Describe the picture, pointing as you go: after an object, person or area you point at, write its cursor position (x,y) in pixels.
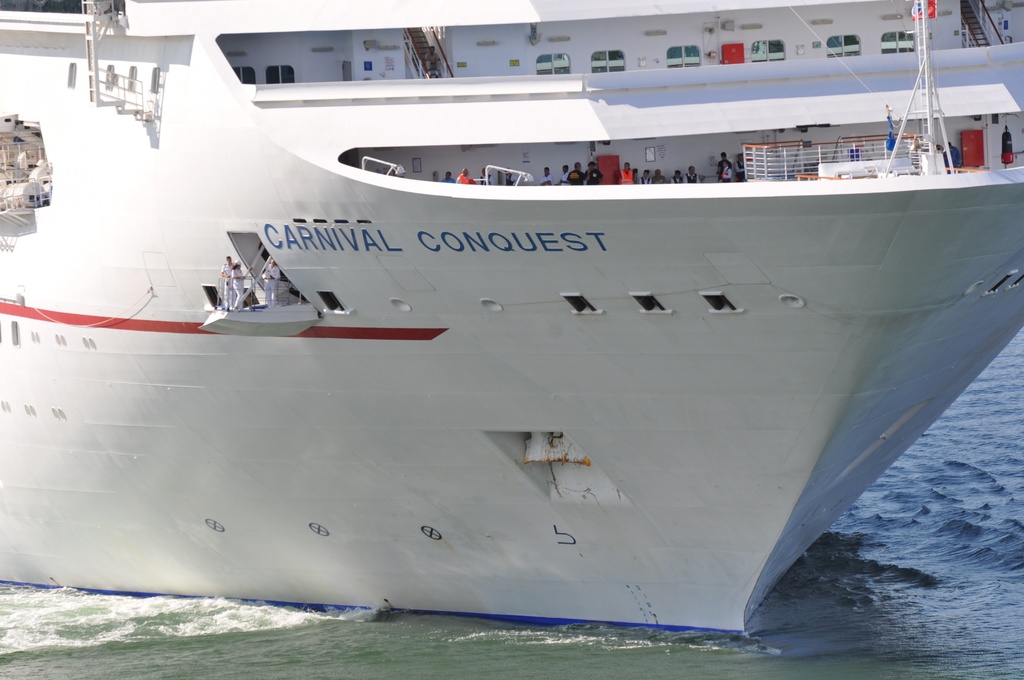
Above this water (290,608) there is a ship (155,178). In this ship (173,372) there are people (738,156). These are windows (893,51).
